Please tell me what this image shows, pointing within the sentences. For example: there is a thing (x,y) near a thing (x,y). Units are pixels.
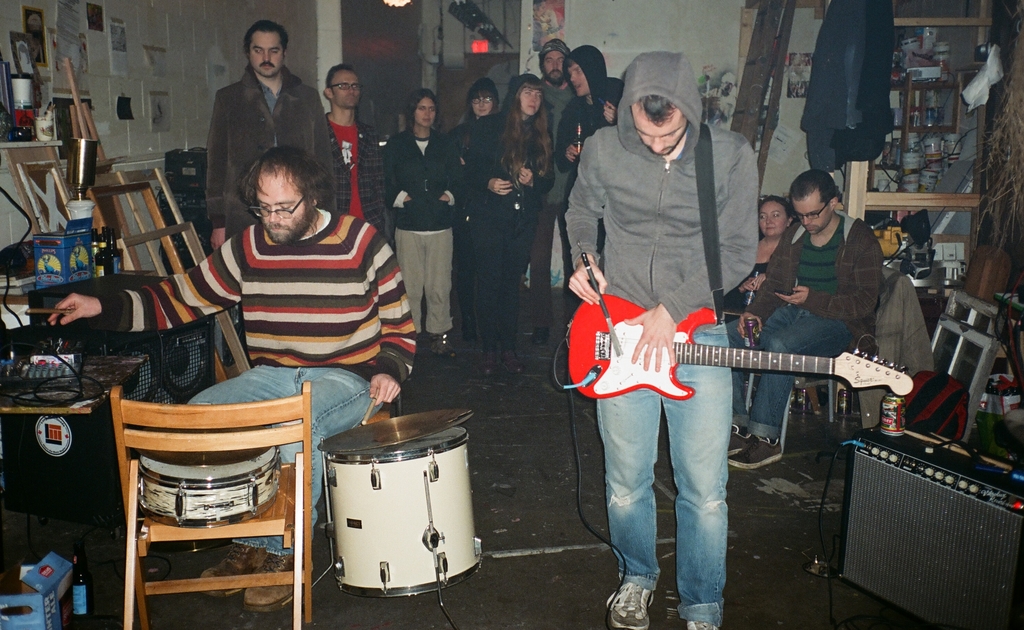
Here in a room (107,87) we have a group of people (543,53) standing among them a person (634,206) is standing and playing a musical instrument (609,369) and the other guy (272,358) is sitting and playing the musical instrument (221,485). We have a shelf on which some things (91,249) are placed.
